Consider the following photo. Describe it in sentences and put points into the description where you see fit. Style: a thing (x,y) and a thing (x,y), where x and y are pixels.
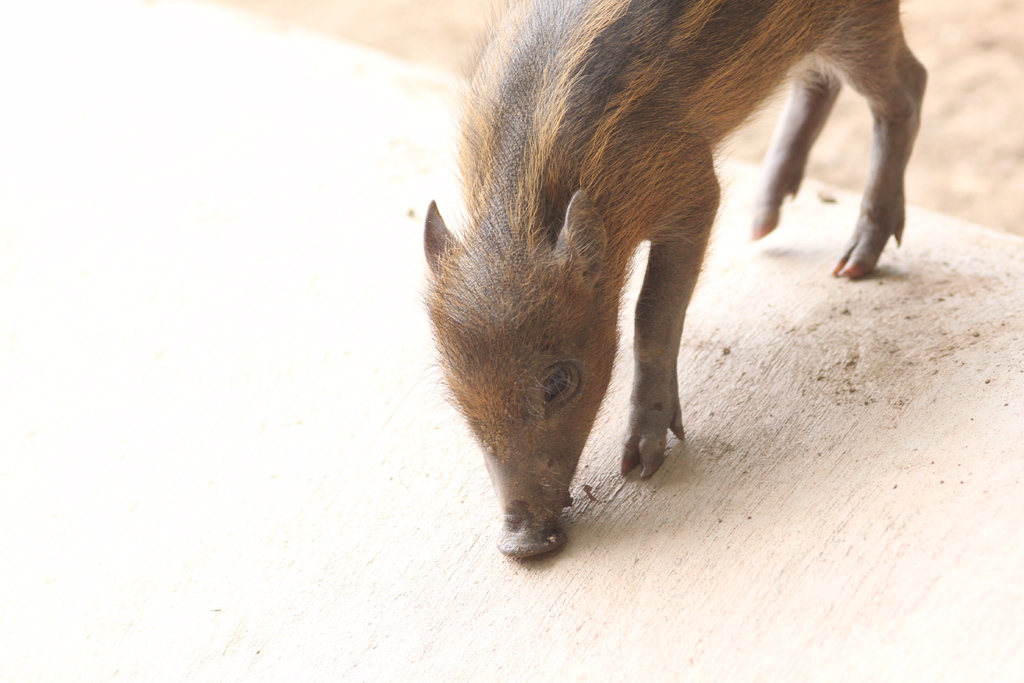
In this image we can see a pig (646,279) on the ground (696,320).
